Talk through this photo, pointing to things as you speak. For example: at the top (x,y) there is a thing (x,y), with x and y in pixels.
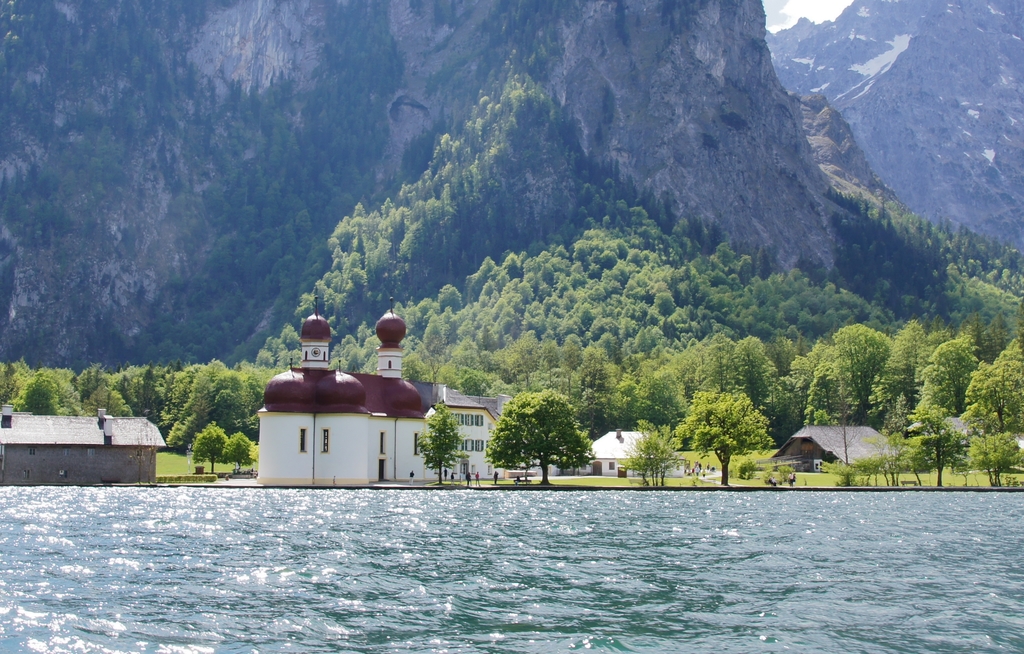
This picture shows few buildings (268,411) and houses (837,459) and we see few trees (474,362) and hills (916,45) and water (544,525).
